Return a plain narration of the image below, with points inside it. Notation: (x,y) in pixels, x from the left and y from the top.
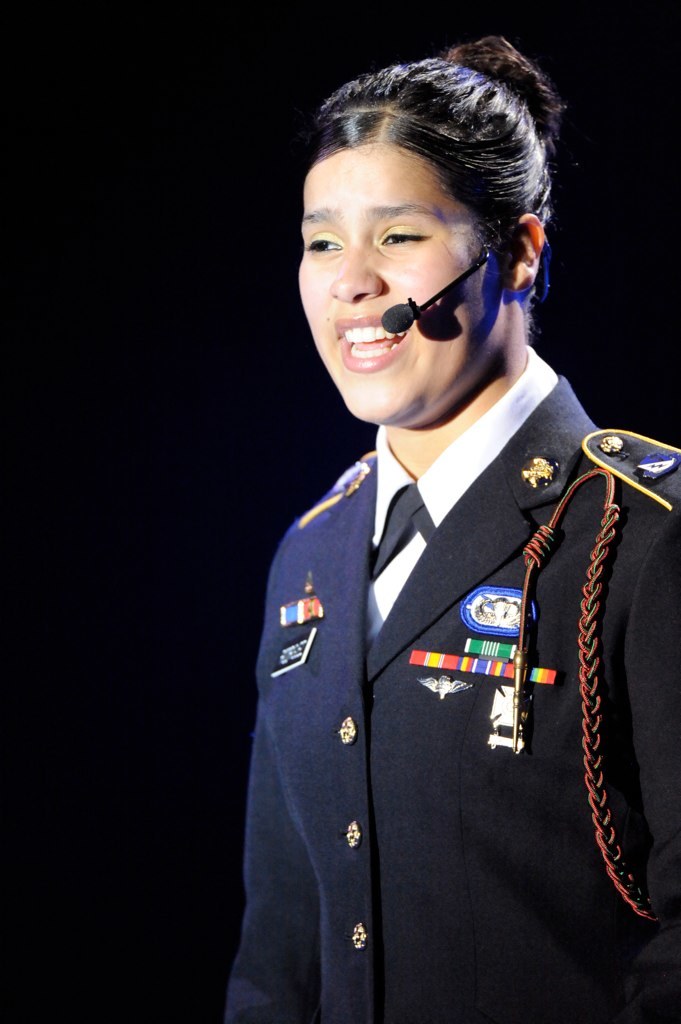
On the right side (596,659), there is a woman (542,508) in uniform (446,540), wearing a microphone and speaking. And the background (605,25) is dark in color.
